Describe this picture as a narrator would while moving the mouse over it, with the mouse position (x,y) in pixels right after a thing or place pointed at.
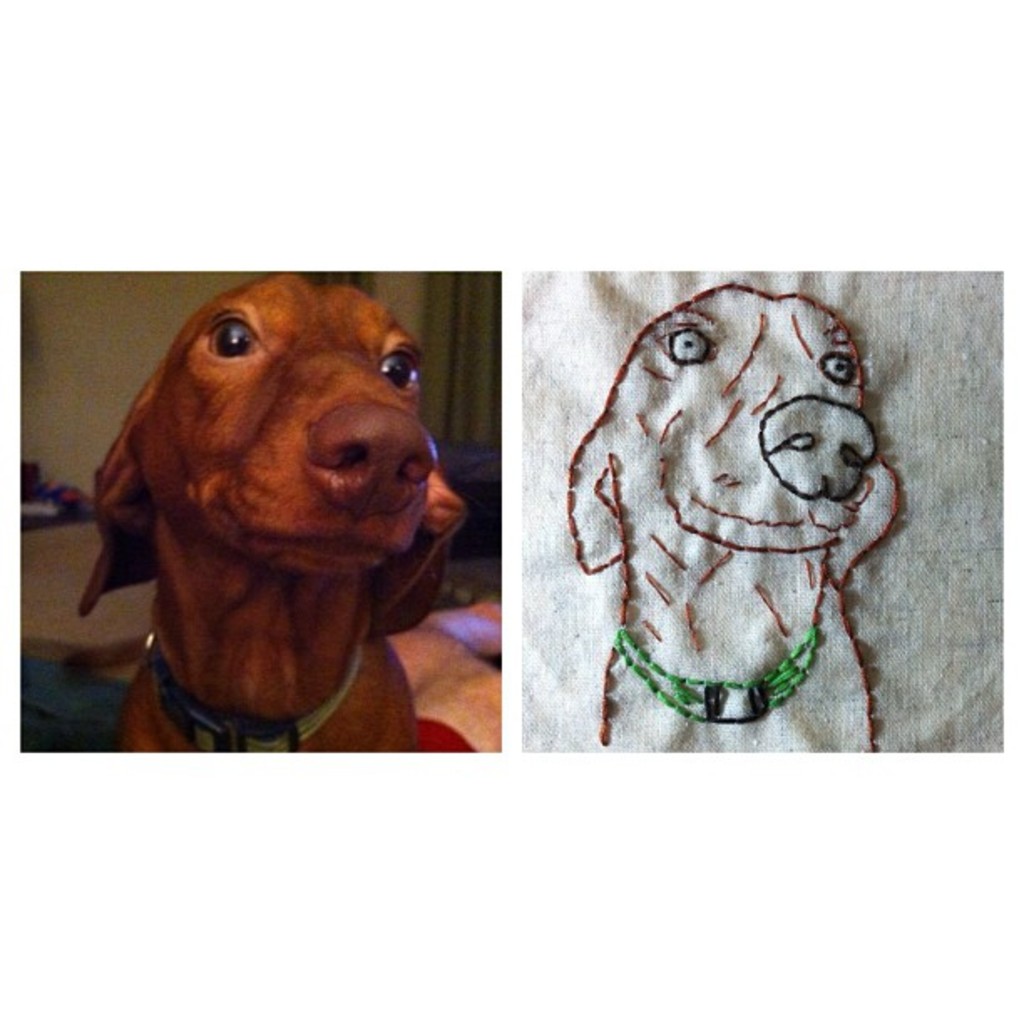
In this picture we can see the collage photo. On the left (154,509) there is a dog (251,532) who is standing near to the table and bed (481,671). On the right (690,340) we can see the design dog (787,631) on the white cloth (699,573).
